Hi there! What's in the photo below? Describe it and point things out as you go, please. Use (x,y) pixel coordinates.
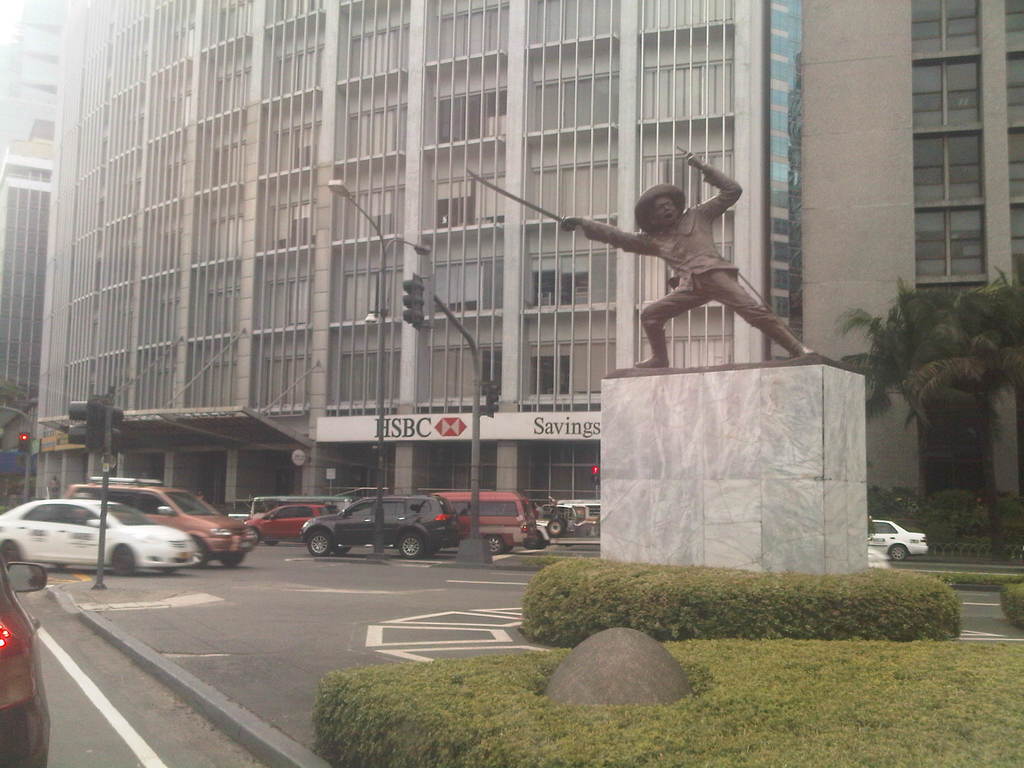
In this image we can see a person's statue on a platform (675,555), plants (537,735), vehicles (2,635) on the road (132,707), trees (958,325), buildings (149,376), windows (240,162) and a name board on the wall (194,228).
